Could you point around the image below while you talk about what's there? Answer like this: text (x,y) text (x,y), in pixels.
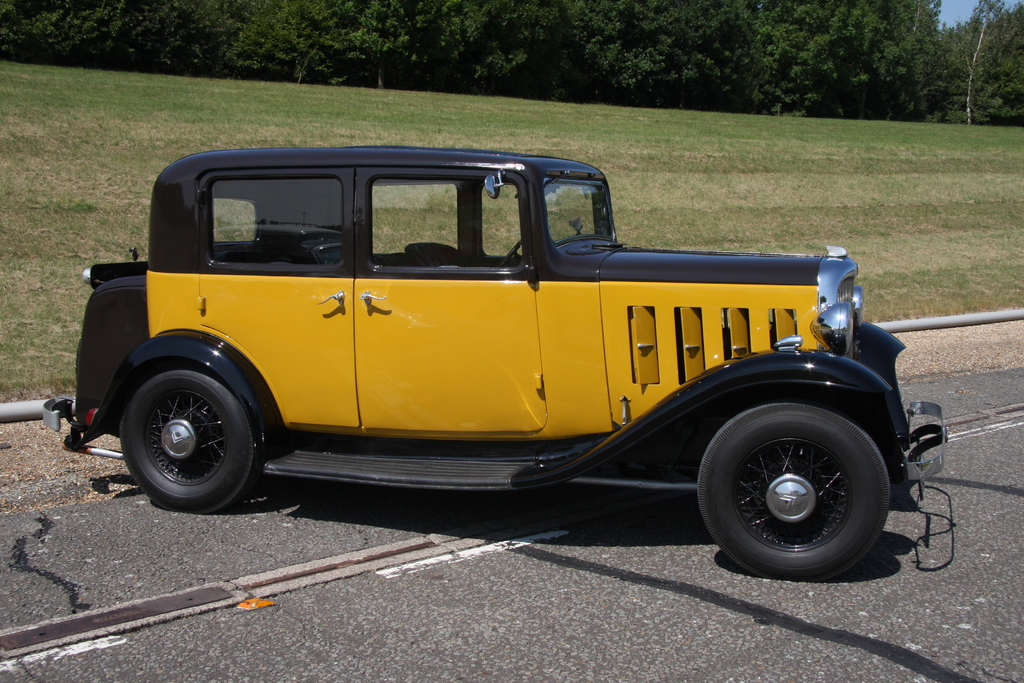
In this image we can see many trees (545,70). There is a grassy land (525,137) in the image. There is a sky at the right side of the image (957,9). There is a vehicle (595,350) in the image. There is a pipe (961,322) in the image.
